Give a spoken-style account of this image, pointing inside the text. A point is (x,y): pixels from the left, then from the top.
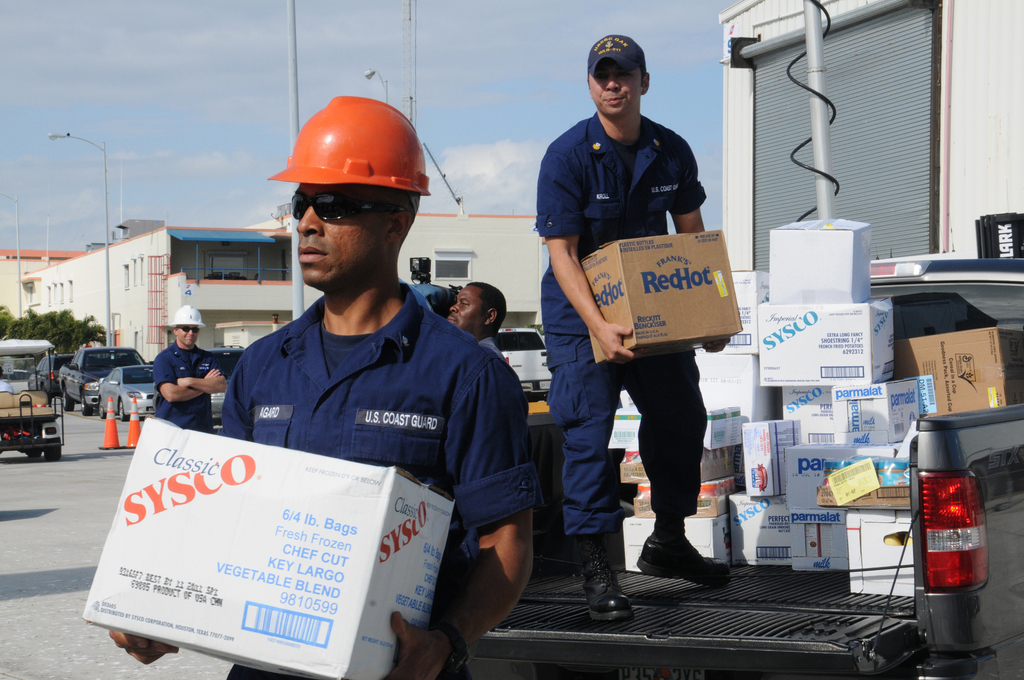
In this image, on the right (688,387) there is a man (617,179), he is holding a box (614,302). On the left (333,371) there is a man (351,421), he is holding a box (225,649). In the background (47,499) there are people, street lights (106,266), poles (106,266), vehicles (122,361), boxes (832,519), traffic cones (112,437), road (73,523), buildings (749,239), sky (463,170) and clouds (472,74). On the right (808,634) there is a vehicle (990,438) on that there are boxes (777,370), person (642,387).
